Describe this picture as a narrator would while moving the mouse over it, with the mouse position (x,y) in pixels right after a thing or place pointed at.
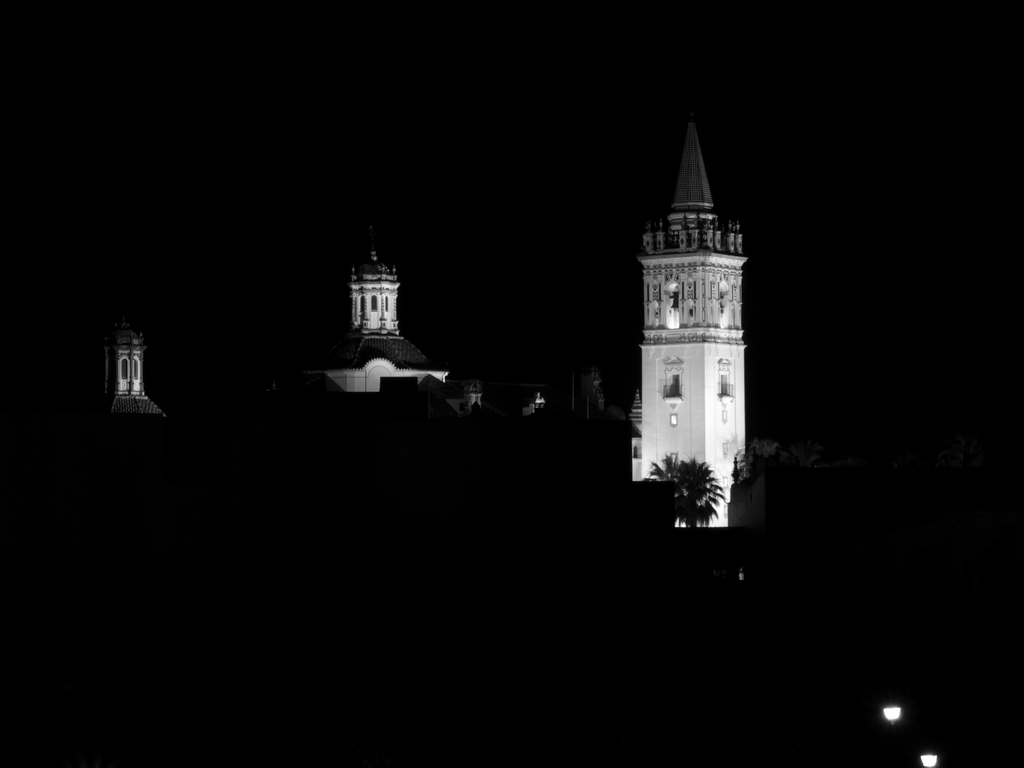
This looks like a black and white image. These are the buildings (362,365). I can see a tree (693,509). At the bottom of the image (935,757), these look like the lamp lights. This is a spire (684,206), which is at the top of a building (694,215). The background (57,184) looks dark.
